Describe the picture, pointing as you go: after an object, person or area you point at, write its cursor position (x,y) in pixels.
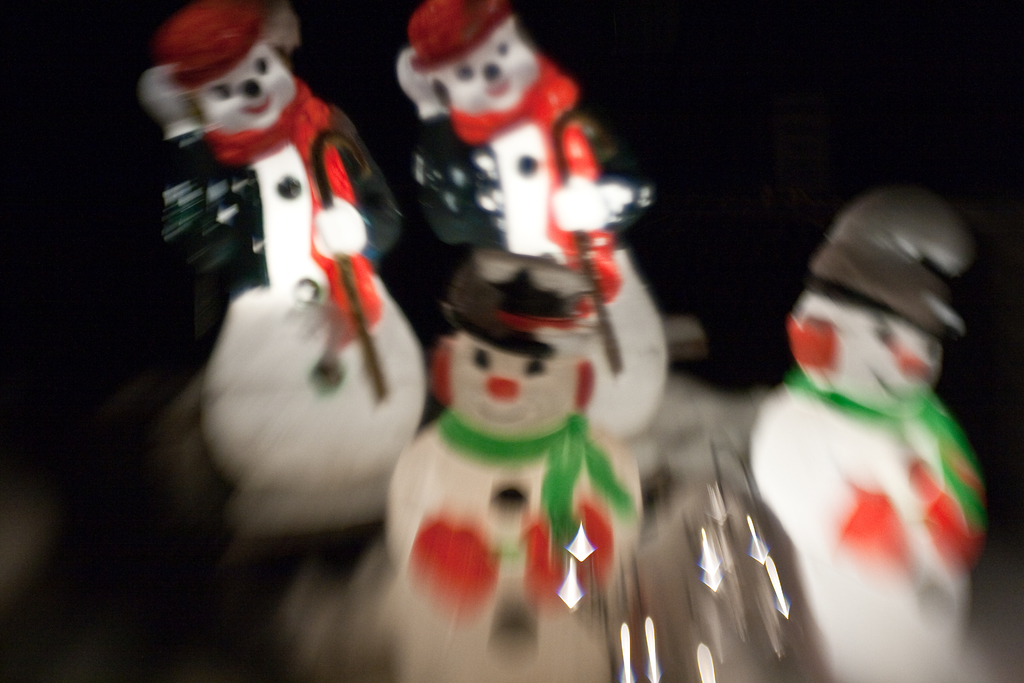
This picture shows few toys (919,670) with caps (191,49) and we see a black background (352,73).
